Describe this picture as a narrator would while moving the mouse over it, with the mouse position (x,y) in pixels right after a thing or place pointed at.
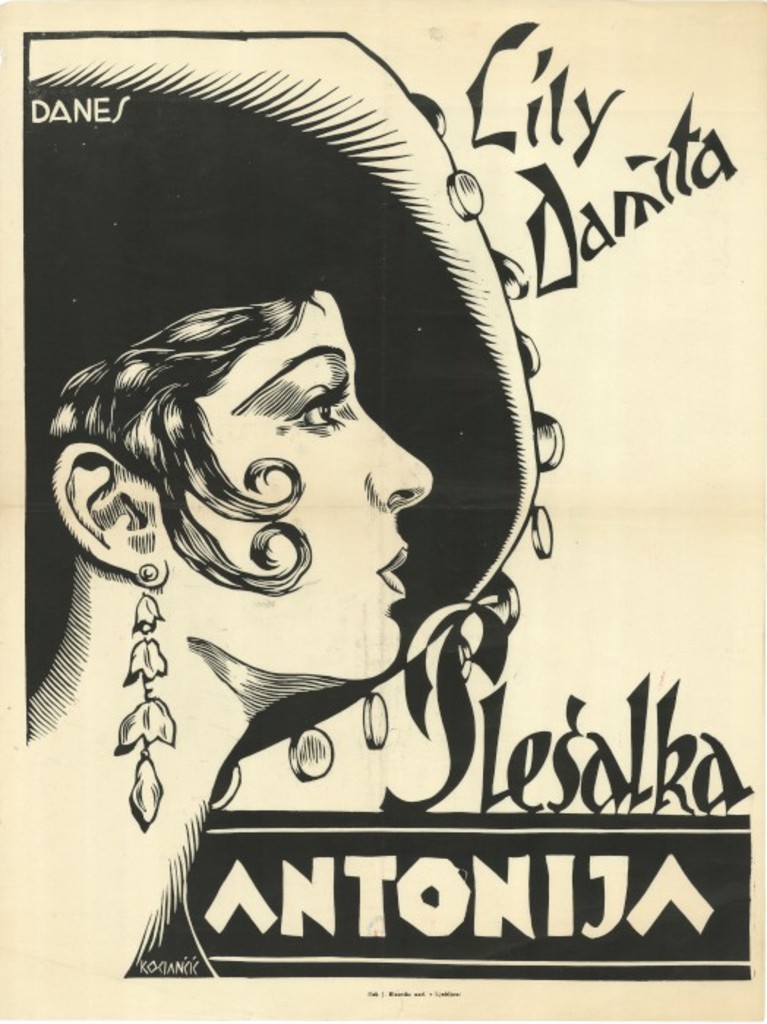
In this picture we can see the drawing (173,477) of a lady (344,370) wearing a hat (382,392).
